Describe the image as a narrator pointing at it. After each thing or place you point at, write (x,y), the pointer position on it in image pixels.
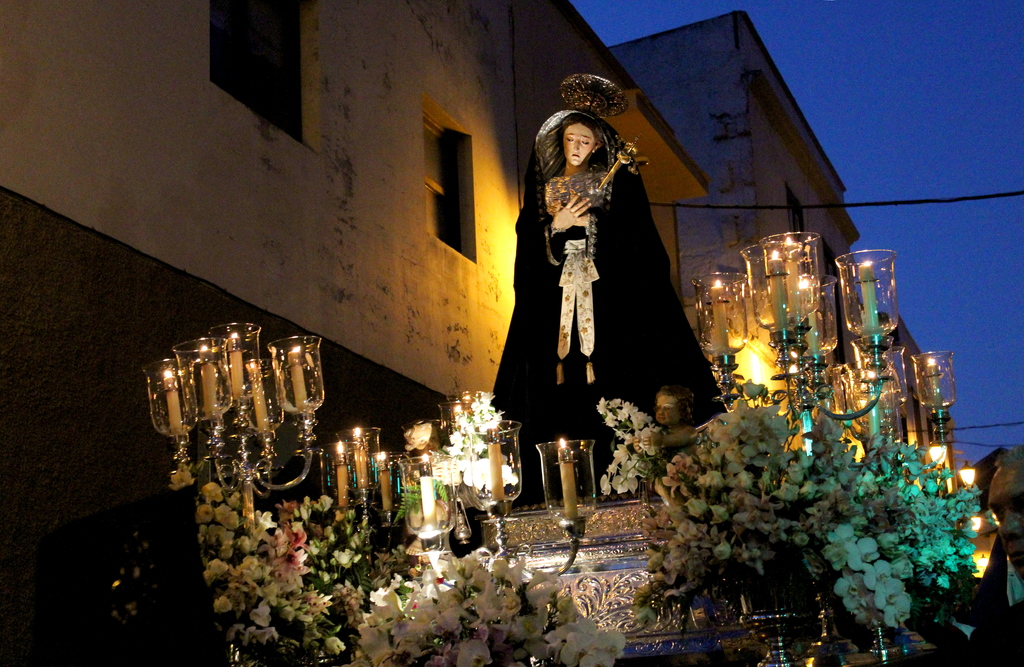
There is a statue (575,259). Near to that there are candles (263,405) with stands (374,454). There are flower bouquets (717,543). On the sides there are buildings (293,135). In the background (968,268) there is sky (968,250).
